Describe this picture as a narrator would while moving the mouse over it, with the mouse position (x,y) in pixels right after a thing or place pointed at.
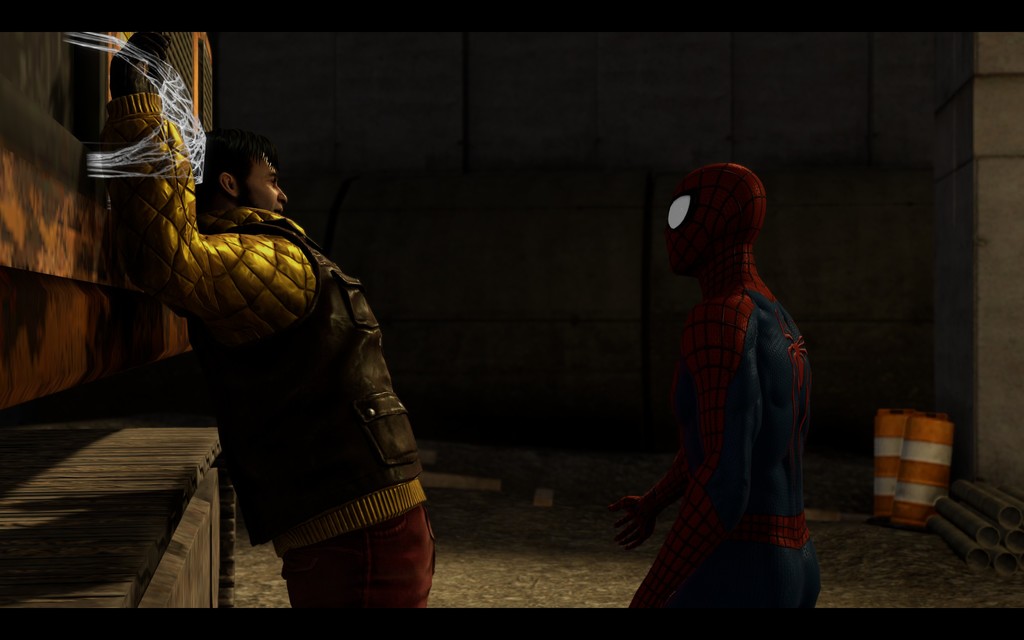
On the left side (164,224), there is a person (253,172) having tied his hand (132,49) with threads (185,146) to a wall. Beside him, there is a wooden shelf (162,431). On the right side (784,521), there is a person (704,222) in a mask (728,179), which is in blue and red color combination, there are pipes (969,485), a wall (980,479) and other objects (905,493). And the background (872,104) is dark in color.
